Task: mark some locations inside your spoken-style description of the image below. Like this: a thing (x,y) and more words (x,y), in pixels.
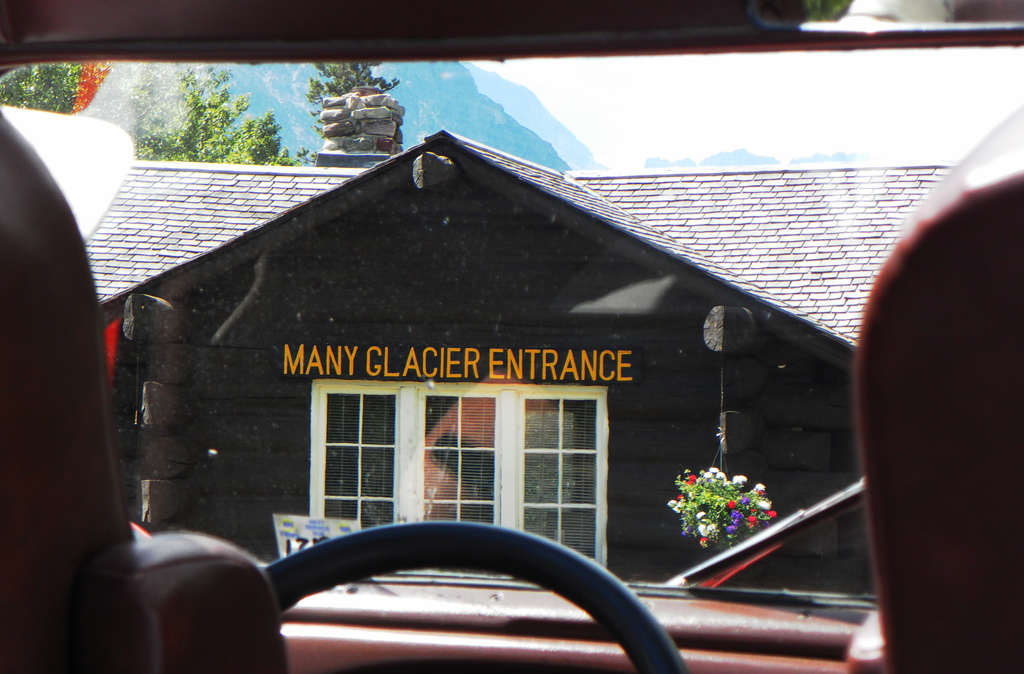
In this image, we can see the interior view of a vehicle (435,539). We can see a house (496,235) with some text (569,357) and some plants (745,482) with flowers (727,536). There are a few trees (211,95) and hills (466,119). We can see the sky (635,129).
